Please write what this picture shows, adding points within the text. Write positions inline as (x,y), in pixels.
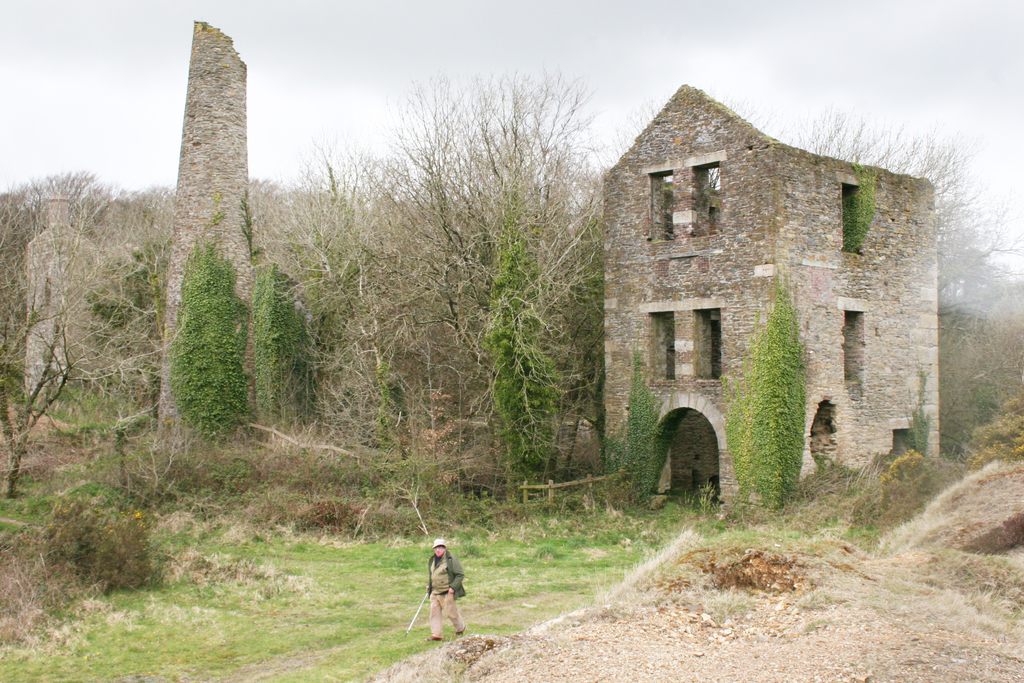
In this image I can see there is a fort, a person (437,601) walking holding a stick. There are few trees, plants (661,579) and the sky (19,88) is cloudy.
